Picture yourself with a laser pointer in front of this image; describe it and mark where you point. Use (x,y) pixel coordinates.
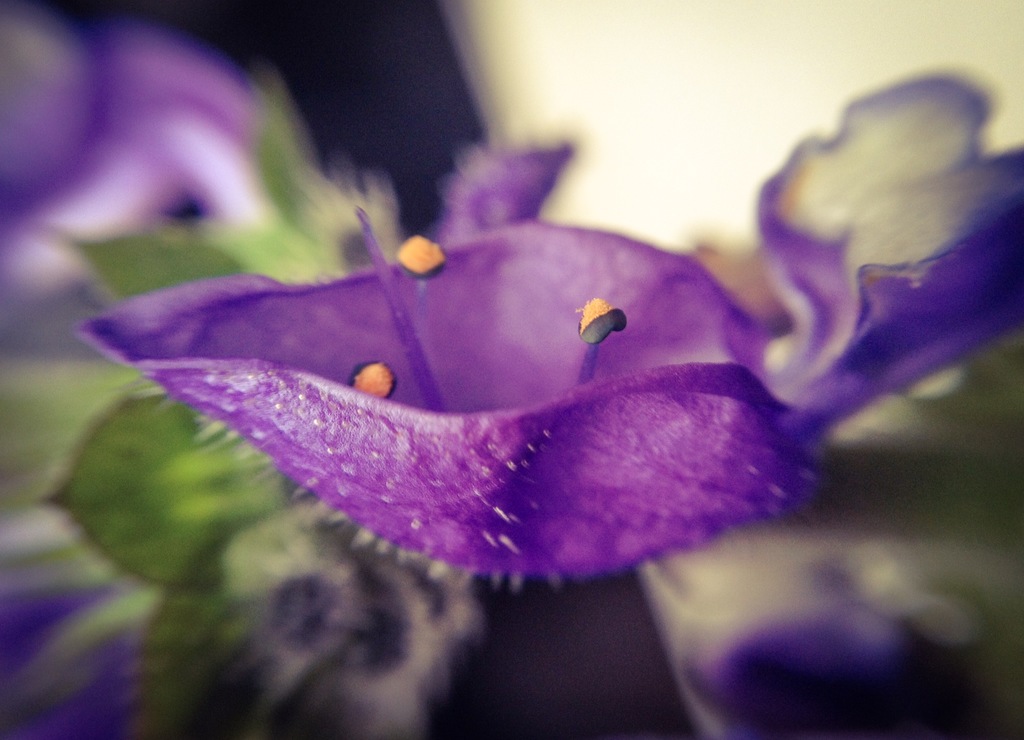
In this image I can see the flowers (340,408) to the plant (332,382). I can see these flowers (339,391) are in purple and yellow color. And there is a blurred background (799,33).
